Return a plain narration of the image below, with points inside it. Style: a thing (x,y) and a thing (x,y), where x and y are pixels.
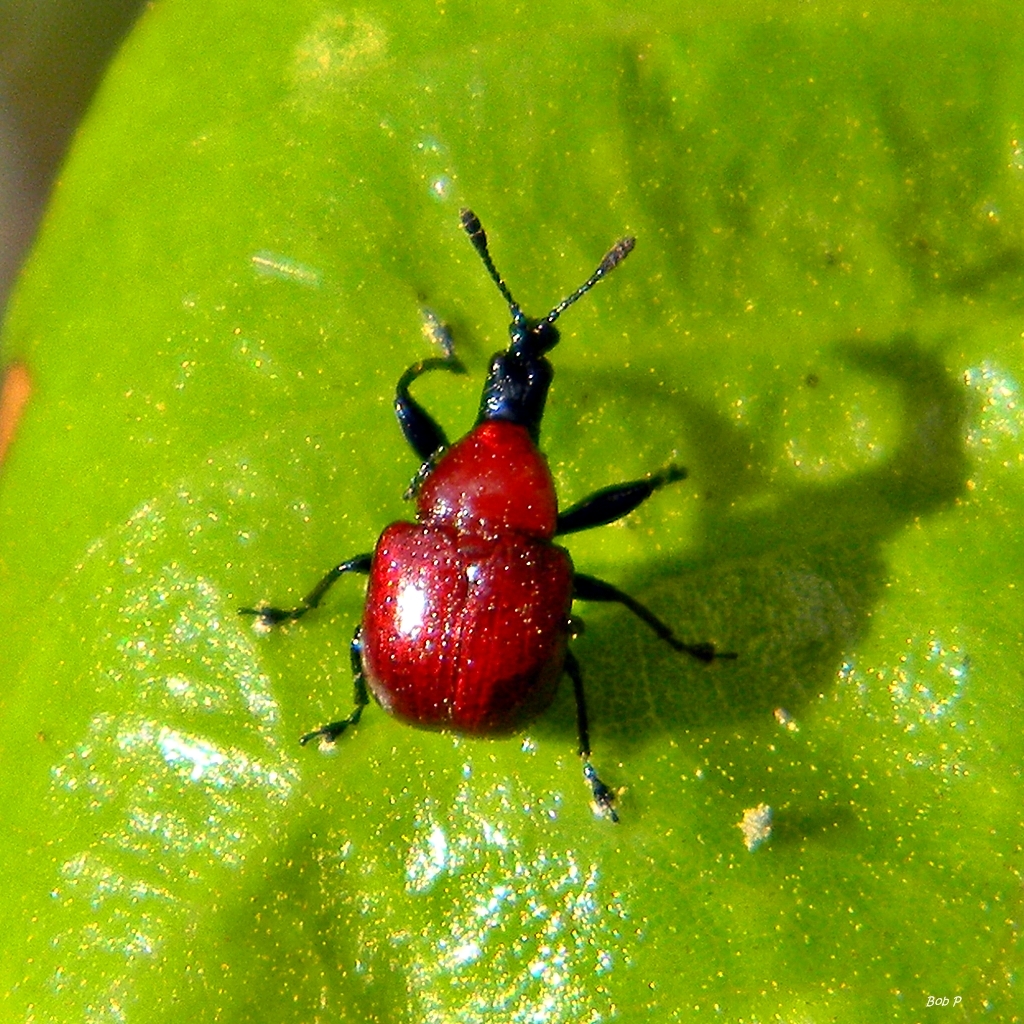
In the center of the image (554,501), we can see an insect (400,427) on the leaf (568,437).
